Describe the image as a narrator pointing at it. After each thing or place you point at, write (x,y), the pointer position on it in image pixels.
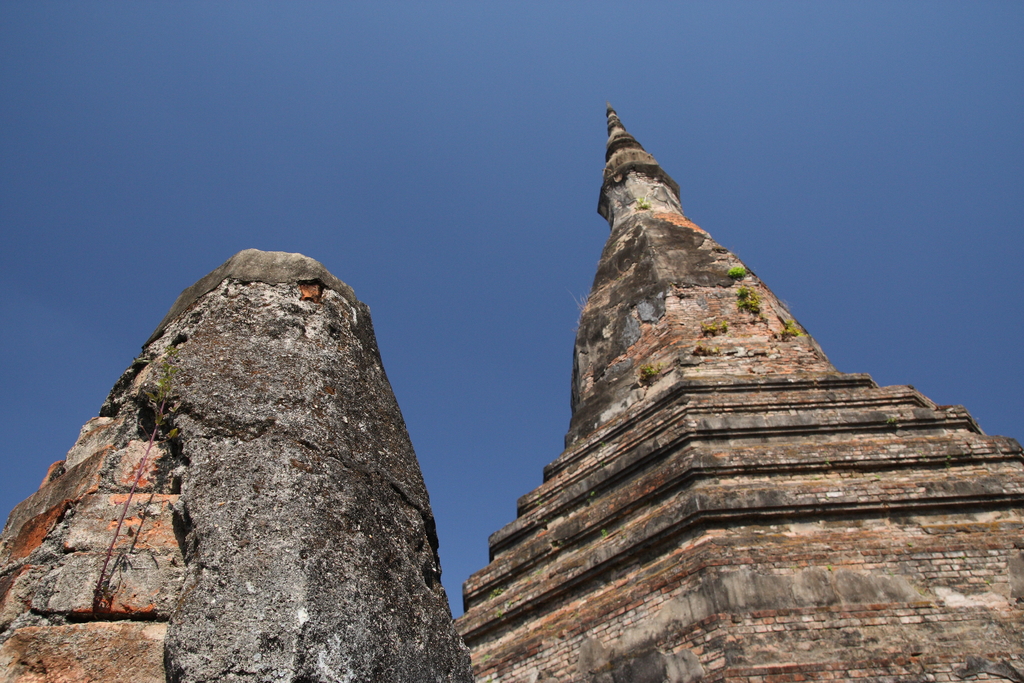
In this image, this looks like a rock pyramid (687,436). This looks like a rock surface (266,477). Here is the sky (500,93), which is blue in color.
